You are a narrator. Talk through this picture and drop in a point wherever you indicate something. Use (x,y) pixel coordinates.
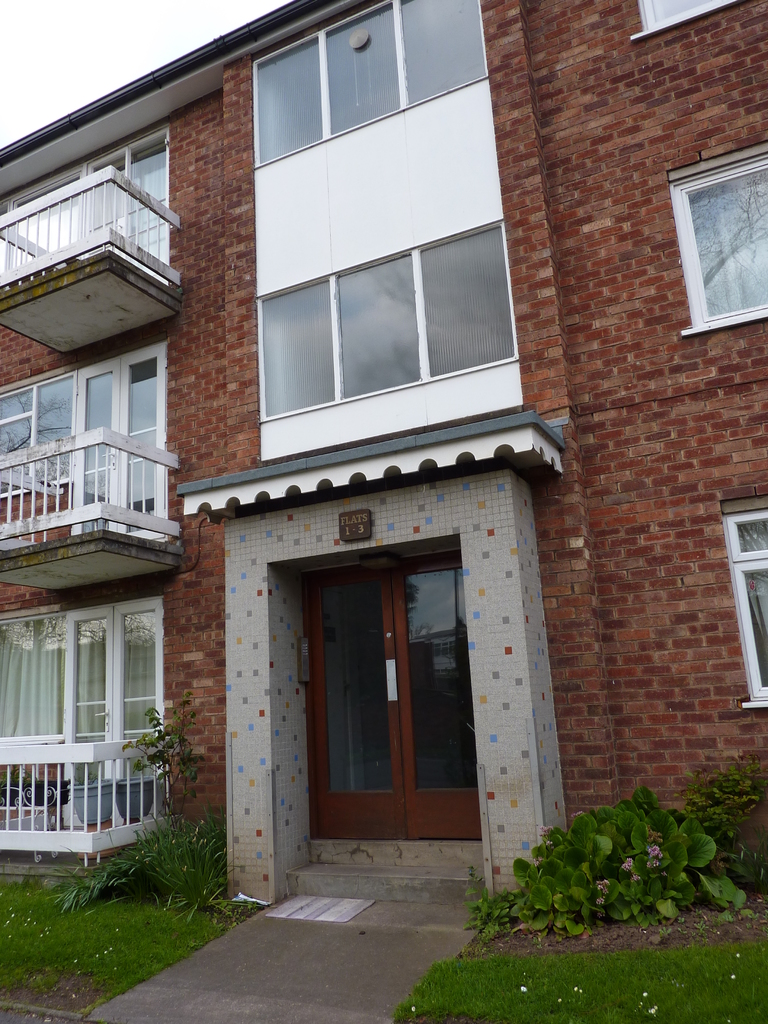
We can see grass (473,986), plants (218,829) and building (200,198) and we can see windows (157,637) and door (466,742). We can see sky (62,61).
